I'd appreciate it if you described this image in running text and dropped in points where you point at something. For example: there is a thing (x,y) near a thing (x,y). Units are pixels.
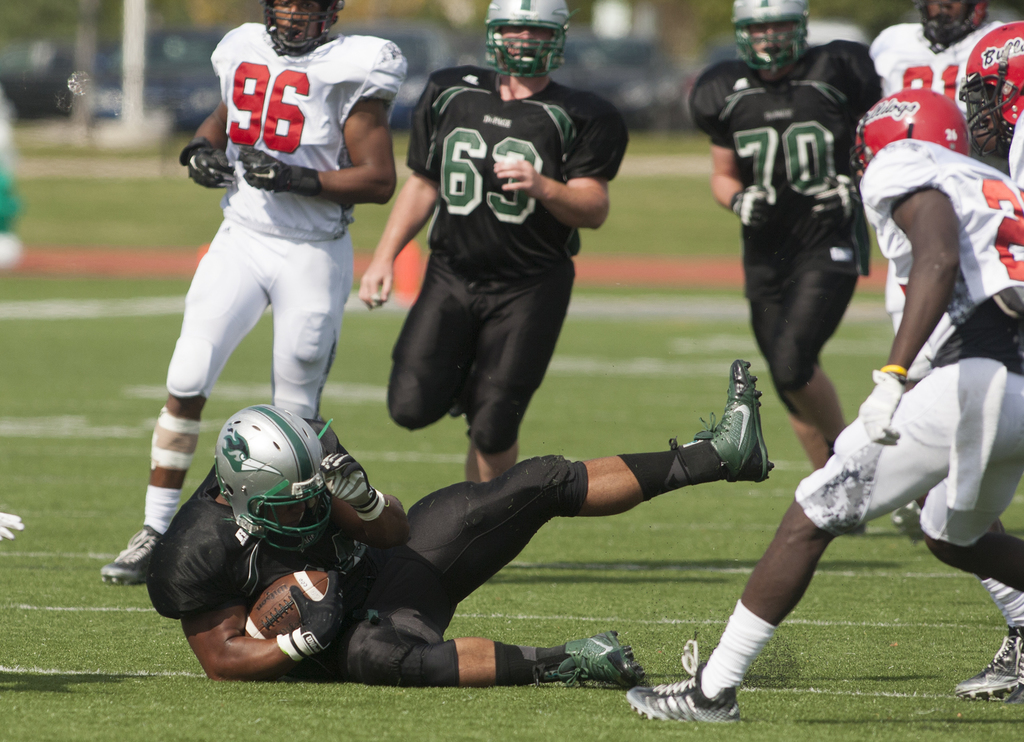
In this image we can see people (912,375) playing a game. At the bottom (426,660) there is a man (257,520) sitting on the ground (561,688) and holding a ball (270,601).
